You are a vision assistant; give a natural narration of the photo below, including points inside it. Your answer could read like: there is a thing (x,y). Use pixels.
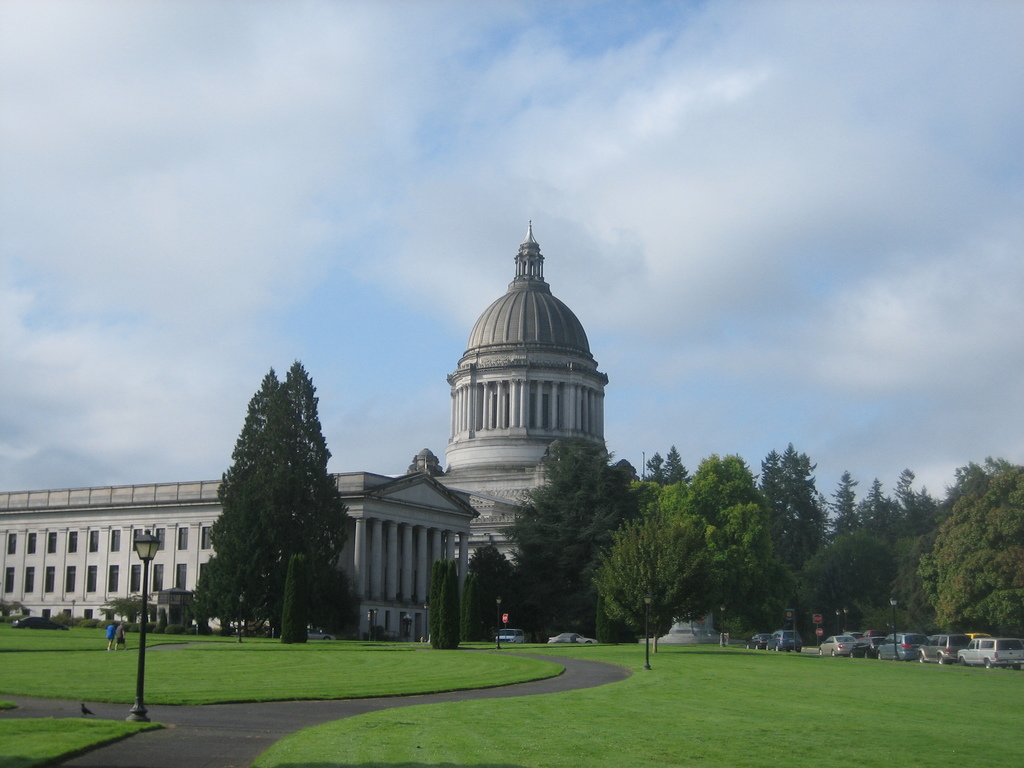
In the foreground of the picture (236,713) there are street lights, grass (62,725), path (124,718) and a bird (89,710). In the center of the picture (565,413) there are trees (254,597), plants (182,626), cars (886,638) and a building (465,473). Sky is cloudy.
